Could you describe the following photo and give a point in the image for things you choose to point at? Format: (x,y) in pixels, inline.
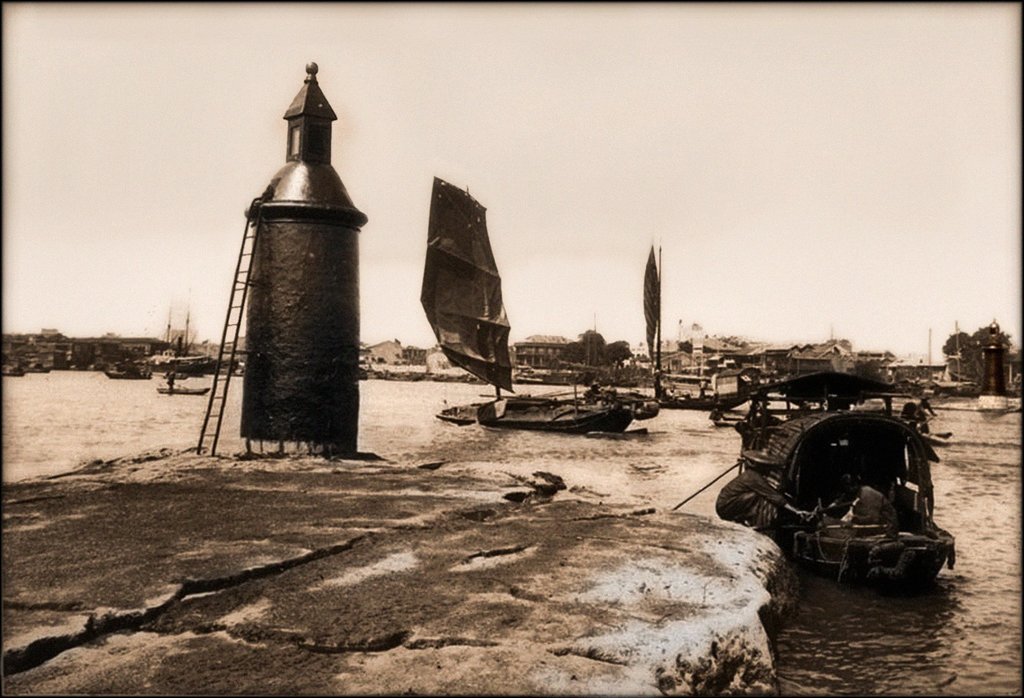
In this image there is water (570,437) and we can see boats (746,450) on the water (628,457) and there is a tank (290,376). In the background (396,354) there are buildings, trees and sky (681,19). At the bottom (307,534) there is a rock (346,608).
